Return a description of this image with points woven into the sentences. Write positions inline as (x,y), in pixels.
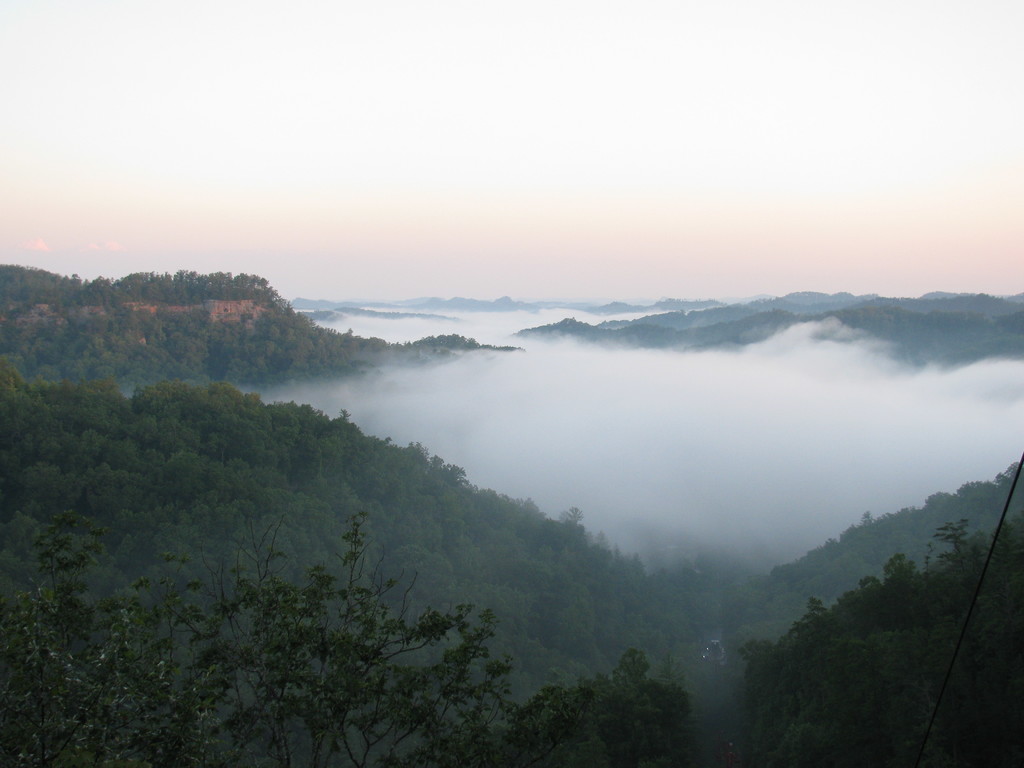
In the background (507,200) we can see the sky (853,192). In this picture we can see the hills (494,561) and the thicket (499,542). We can see the smoke (888,482). At the bottom portion of the picture (870,702) we can see the trees (809,695). In the bottom right corner of the picture (925,744) we can see a black wire (935,717).
